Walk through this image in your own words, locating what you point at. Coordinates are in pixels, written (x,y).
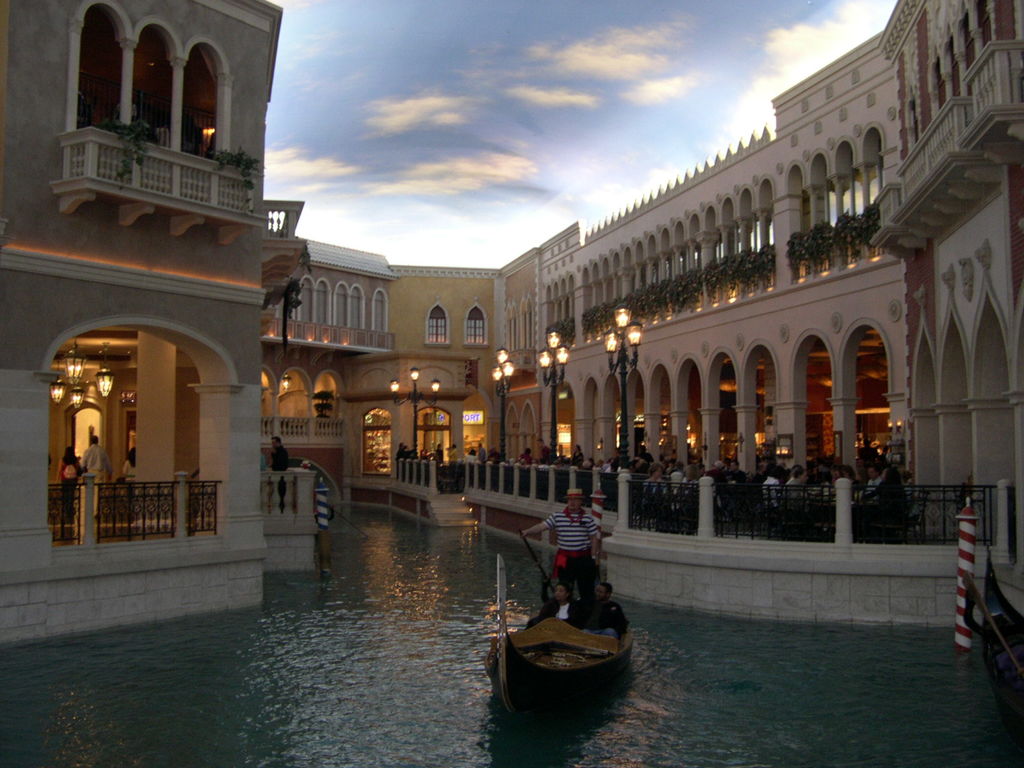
Sky (574,135) is cloudy. On water (381,762) there is a boat (555,669). People (580,545) are on a boat (580,654). These are light poles (393,380). Here we can see people (792,479), fence (709,497) and buildings (350,322) with windows (428,321). These are plants (821,247).
